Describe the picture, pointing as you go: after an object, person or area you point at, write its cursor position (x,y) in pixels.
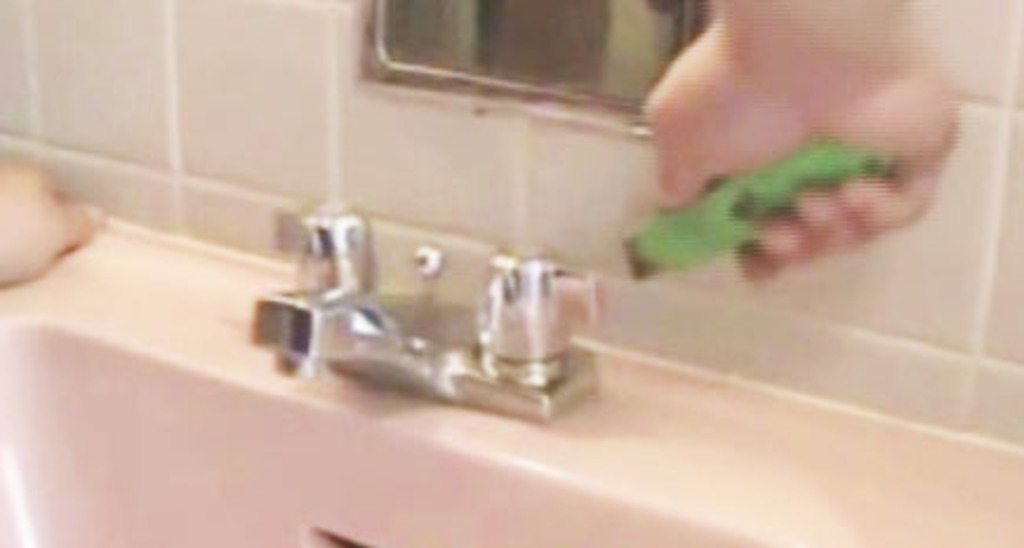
As we can see in the image there are tiles (214,54), human hand (875,64), mirror (455,58), sink (15,466) and tap (451,383).
